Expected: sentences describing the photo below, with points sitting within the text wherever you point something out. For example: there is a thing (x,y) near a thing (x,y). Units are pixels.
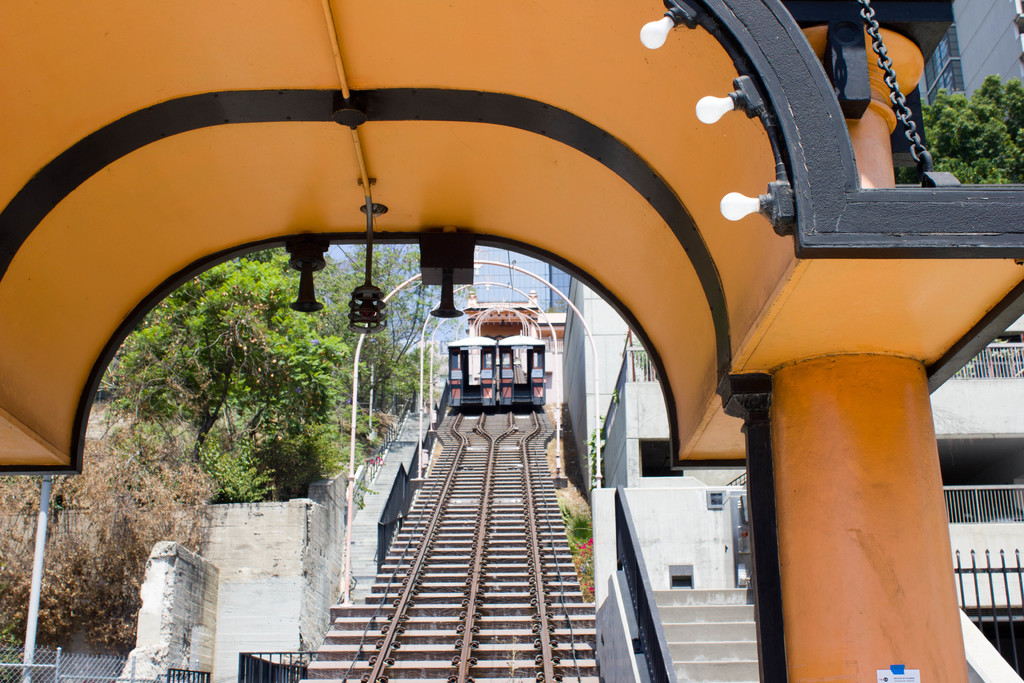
In this image there are railway tracks (446,567) in the center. To the left (274,345) there are trees (292,348). To the right (688,531) there are buildings (641,465). In the foreground (826,320) there is an arch (430,66). There are lights (736,97) and a chain (909,145) to the arch (766,165). At the top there is the sky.
